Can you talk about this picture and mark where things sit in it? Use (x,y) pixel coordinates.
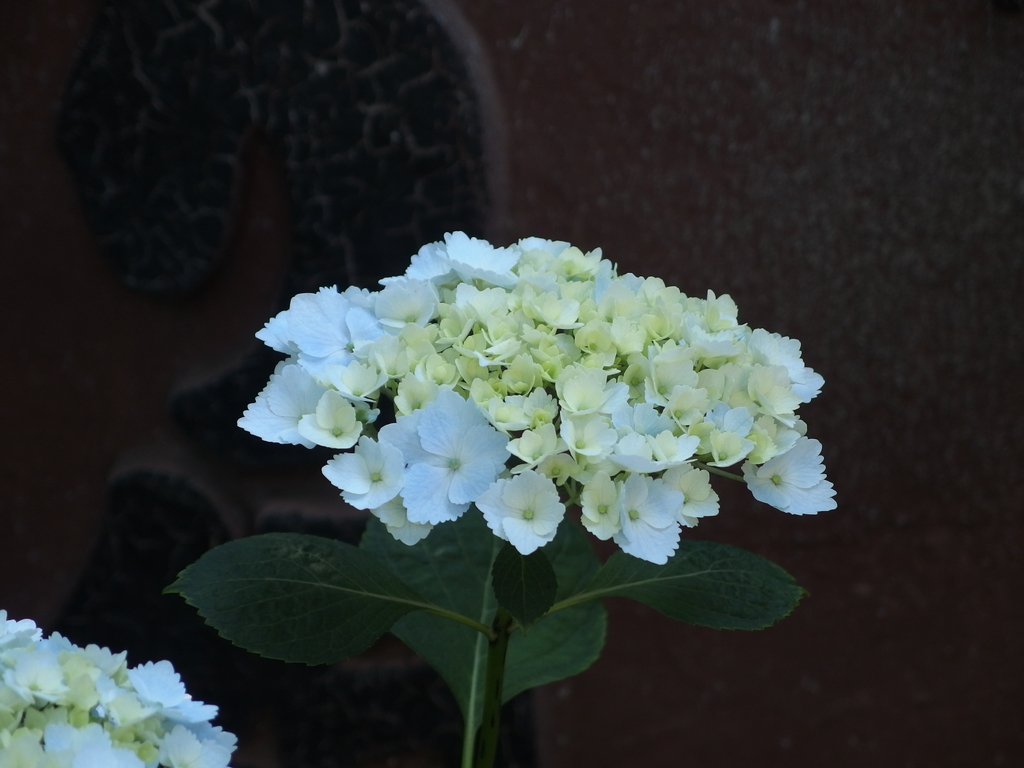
In the center of the image (401,447) we can see one plant (530,597) and flowers (569,469), which are in white color. In the bottom left side of the image (100,707), we can see flowers (45,682), which are in white color. In the background (104,540), we can see few other objects (185,671).
